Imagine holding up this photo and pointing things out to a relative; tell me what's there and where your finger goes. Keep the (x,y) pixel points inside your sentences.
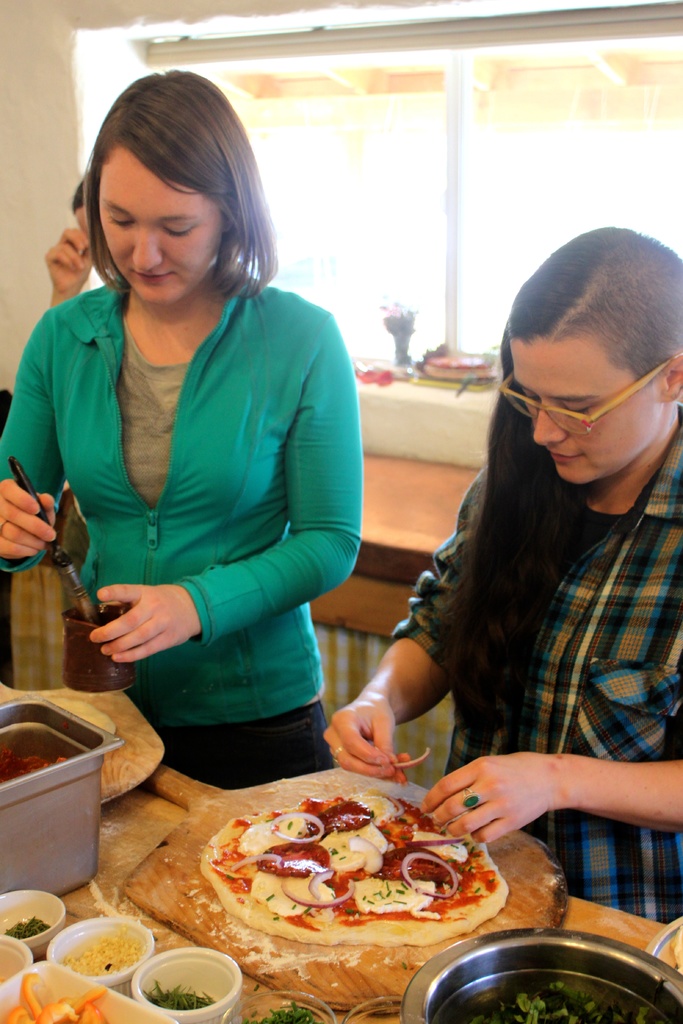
In this image, we can see two women (323,482) are holding some items (67,646). At the bottom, there is a wooden table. On top of that we few eatables things (285,896) in bowls (190,969) and wooden boards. Here we can see containers (482,1013). Background (8,278) we can see wall (35,243), window (642,216), curtains (372,653) and person's hand (80,272).
